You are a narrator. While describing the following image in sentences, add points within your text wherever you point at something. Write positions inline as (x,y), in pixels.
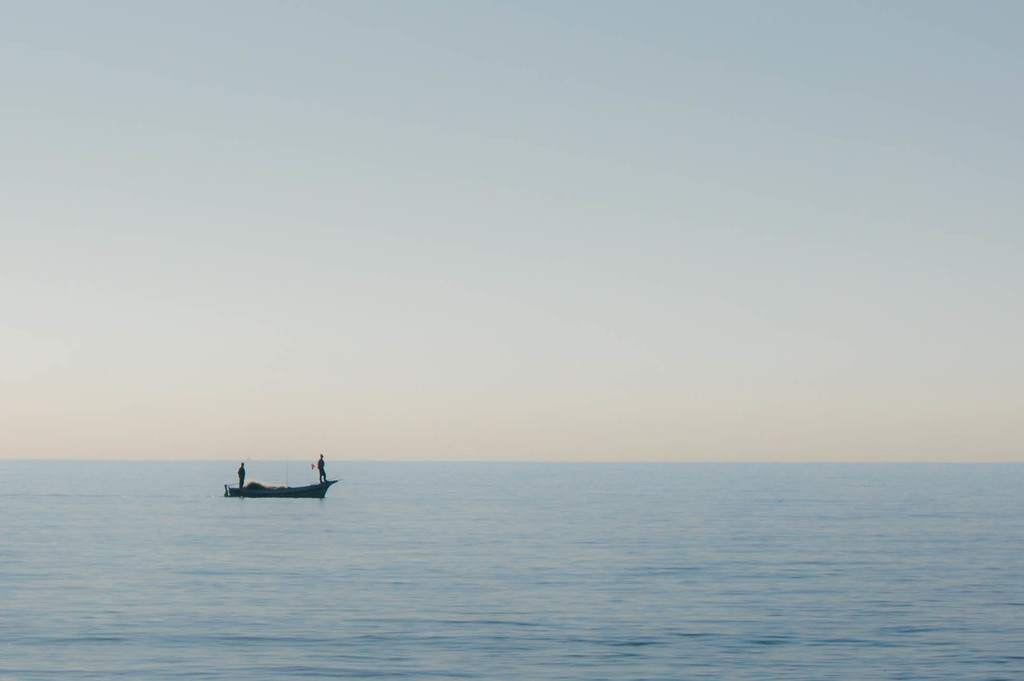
In this picture we can see the two men (324,470) standing in the boat (236,485). In the front (590,541) bottom side there is a sea water (477,532). On the top (601,150) there is a sky (499,207).
